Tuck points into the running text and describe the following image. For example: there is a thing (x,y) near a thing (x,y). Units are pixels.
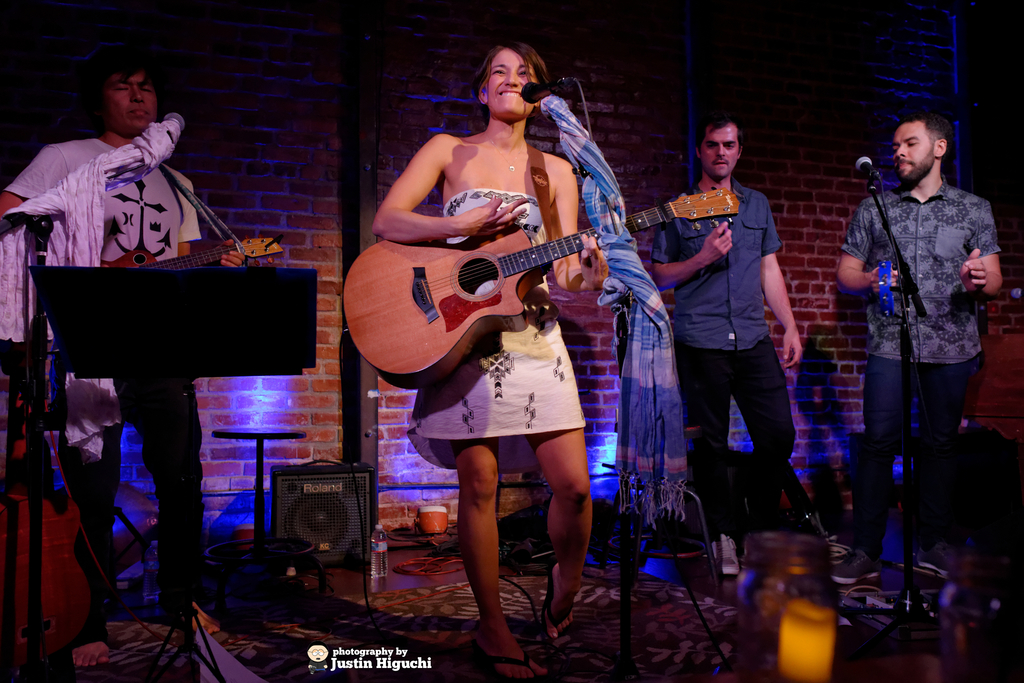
This image is taken in a concert. There are four people (98,517) on the stage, three men (13,200) and a woman (552,627). In the middle of the image (504,337) a woman (389,214) is standing and holding a guitar (369,297) in her hand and singing in a mic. In the left side of the image (102,117) a man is standing and holding a guitar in his hand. In the right side of the image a man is standing and playing a music. At the background (236,62) there is a wall (226,463) and lights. At the bottom of the image (307,596) there is a floor (330,608) with a mat (277,633).
